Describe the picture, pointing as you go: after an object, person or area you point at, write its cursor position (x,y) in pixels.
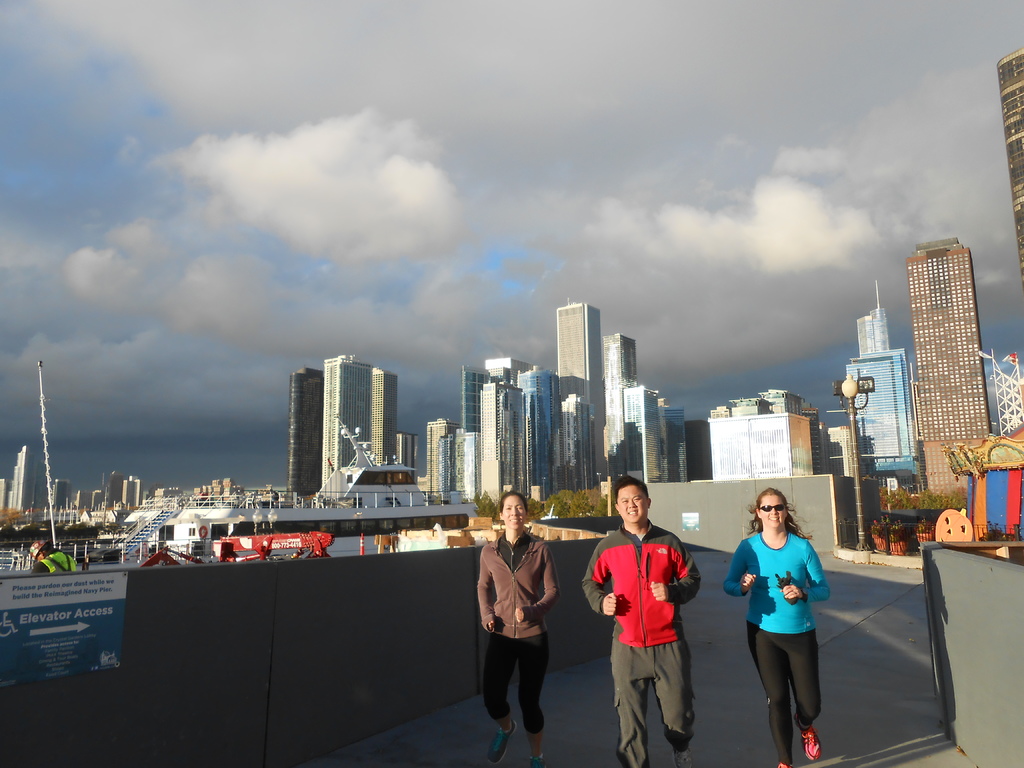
This picture describes about group of people (623,614), in the background (497,506) we can find few buildings (605,435), trees (574,506), clouds (180,447), ship (352,499) and a crane (248,558), on the left side of the image (42,619) we can see a poster (85,643), on the right side of the image (847,385) we can see a pole (849,409) and lights (863,389).
